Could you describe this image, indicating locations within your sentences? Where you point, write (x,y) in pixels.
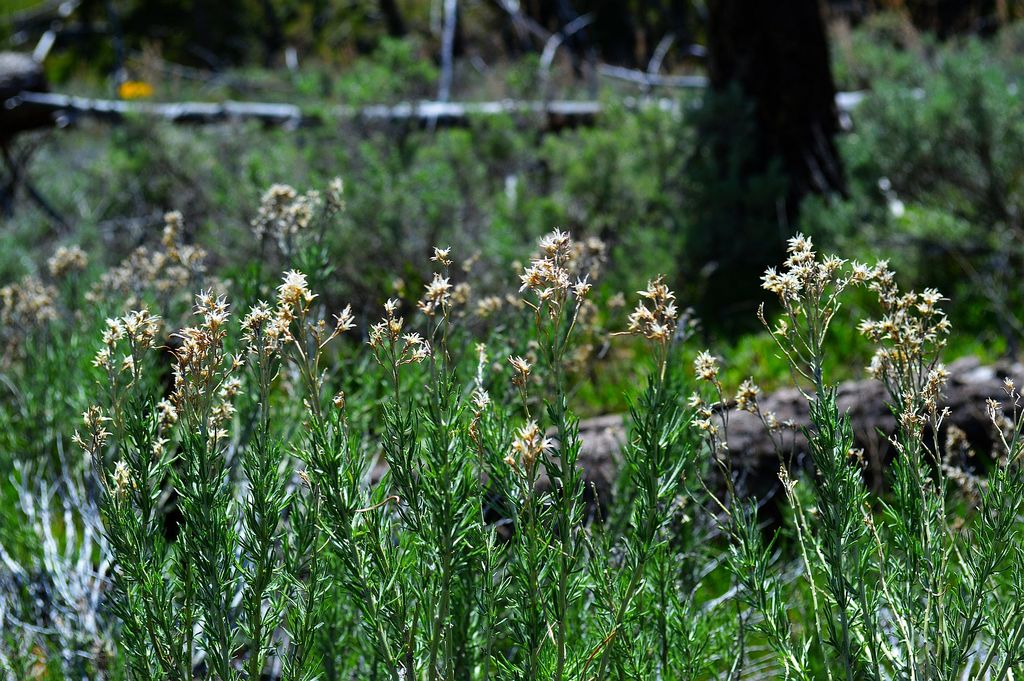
At the bottom (382,613) there are few plants (163,574) along with the flowers (287,295). On the right side (882,429) there is a trunk (740,469) behind the plants (1002,559). In the background (590,174) there are many plants (389,137) and trunks (403,115).
